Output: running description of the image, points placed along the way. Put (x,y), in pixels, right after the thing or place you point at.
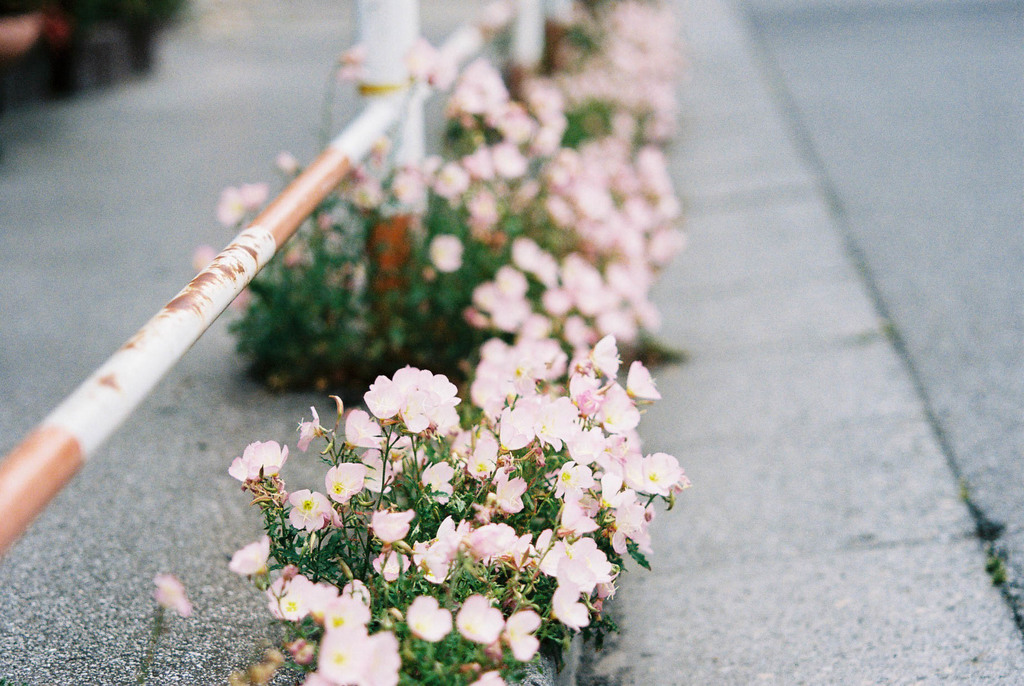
These are the small plants (446,560) with small flowers (417,561), which are light pink in color. This looks like an iron pole (395,97). I think this is the road (803,365).
